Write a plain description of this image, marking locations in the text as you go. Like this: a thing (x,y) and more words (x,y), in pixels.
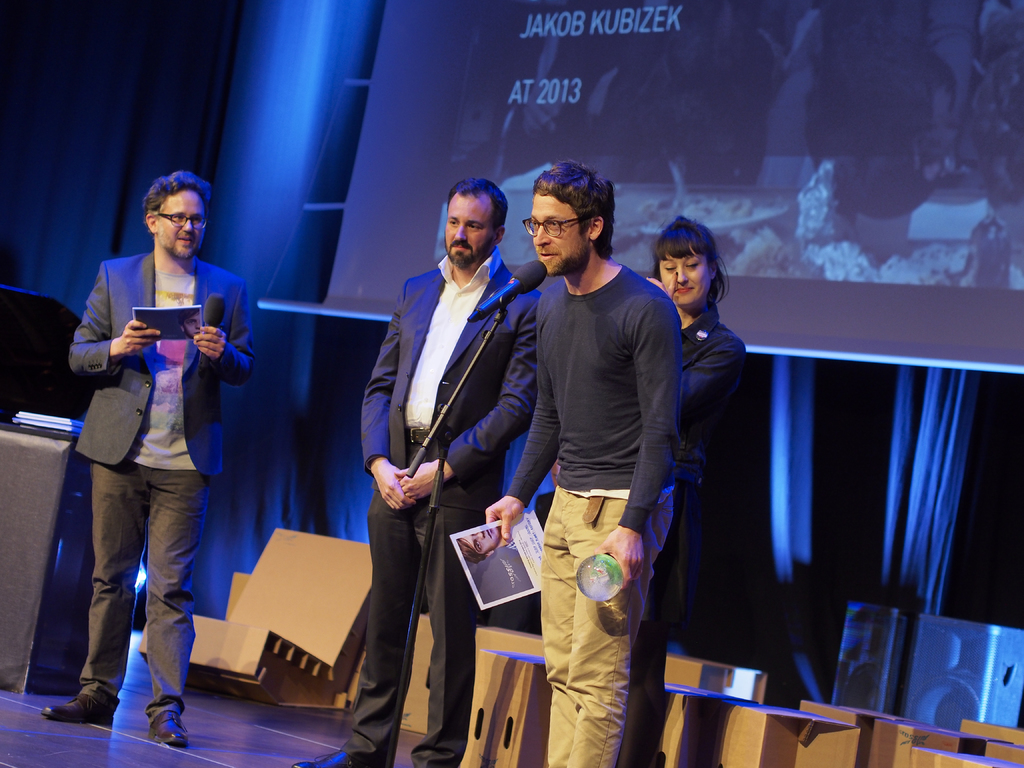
In this image I can see the group of people (443,607) with different color dresses (475,387). I can see one person (574,608) standing in-front of the mic (513,283) and holding the paper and the trophy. I can see one more person (194,354) holding the mic (209,316) and the paper (167,323). In the background (300,697) I can see the brown color objects (478,649) and the screen (623,49).
